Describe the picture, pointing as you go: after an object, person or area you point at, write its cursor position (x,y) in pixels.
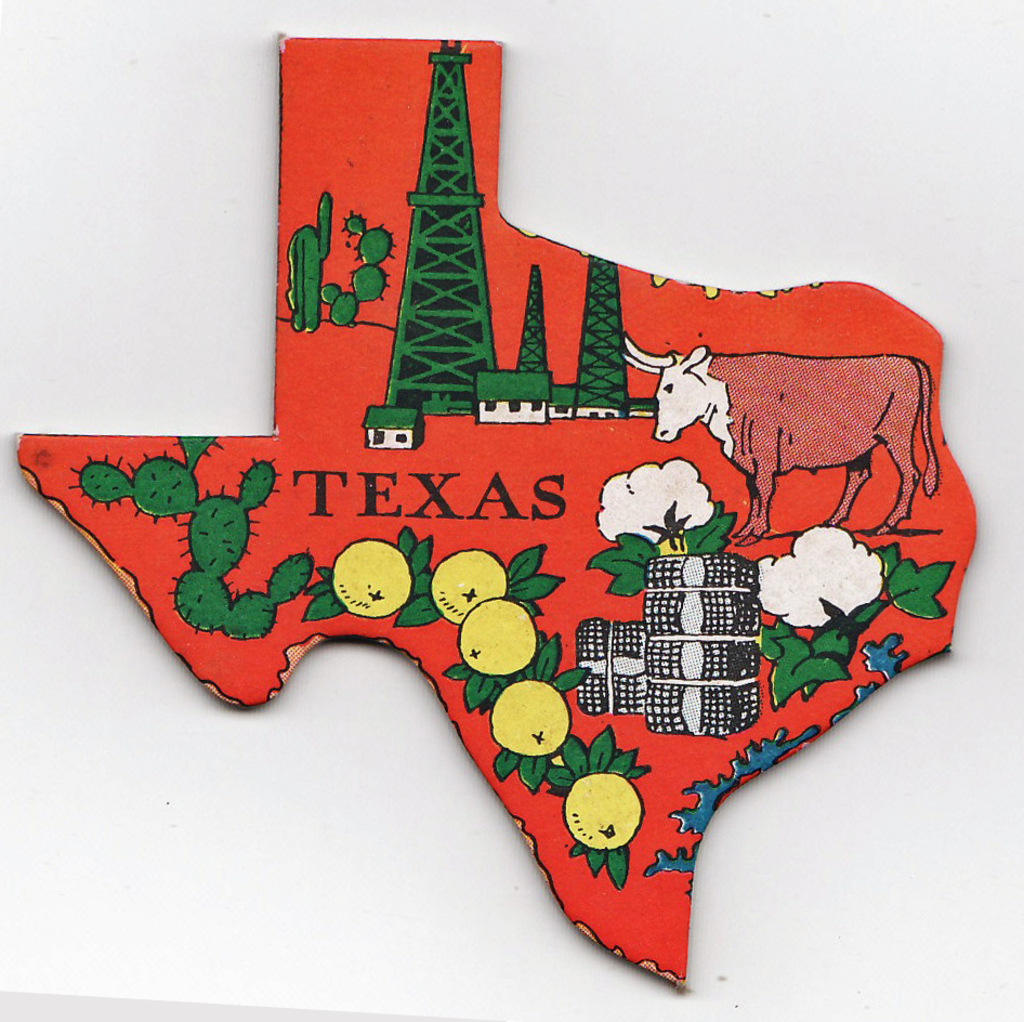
There is a red board (293,186) with something written on that. Also there are drawings (822,404) of cactus (187,499), cow (809,409), towers (534,349), houses (477,395), boxes (690,572) and plants (801,608). In the background (198,278) it is white.
